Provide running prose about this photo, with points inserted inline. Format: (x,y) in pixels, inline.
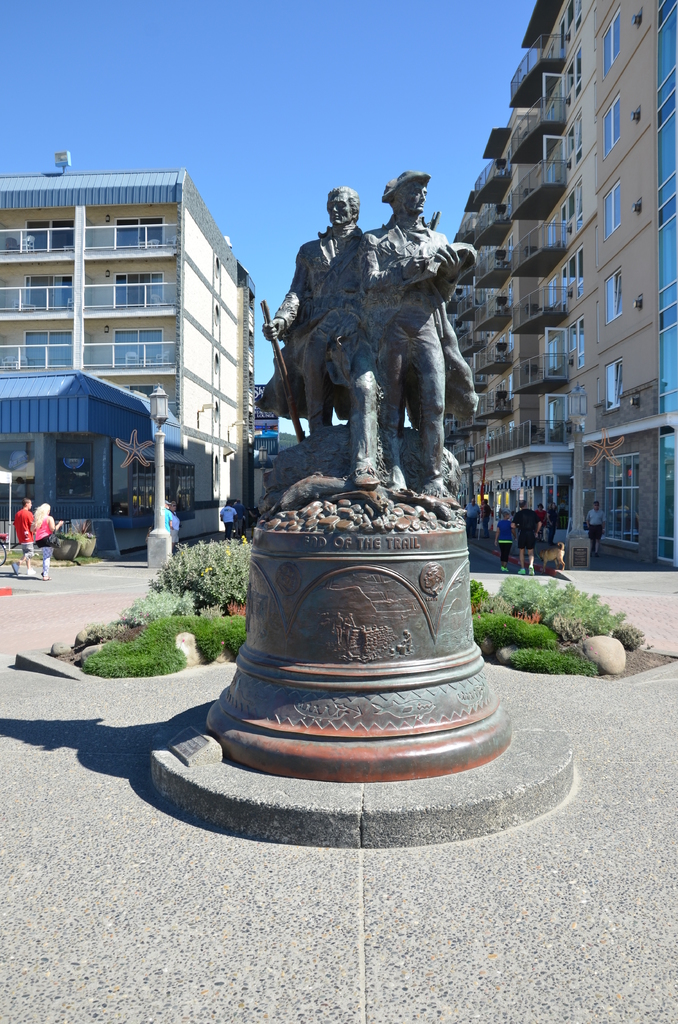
In this picture we can see the statues (335,288). Behind the statues (332,438) there are plants (186,612), poles (581,475), people (33,534) and buildings (470,278). Behind the buildings (152,247) there is the sky (227,48).
